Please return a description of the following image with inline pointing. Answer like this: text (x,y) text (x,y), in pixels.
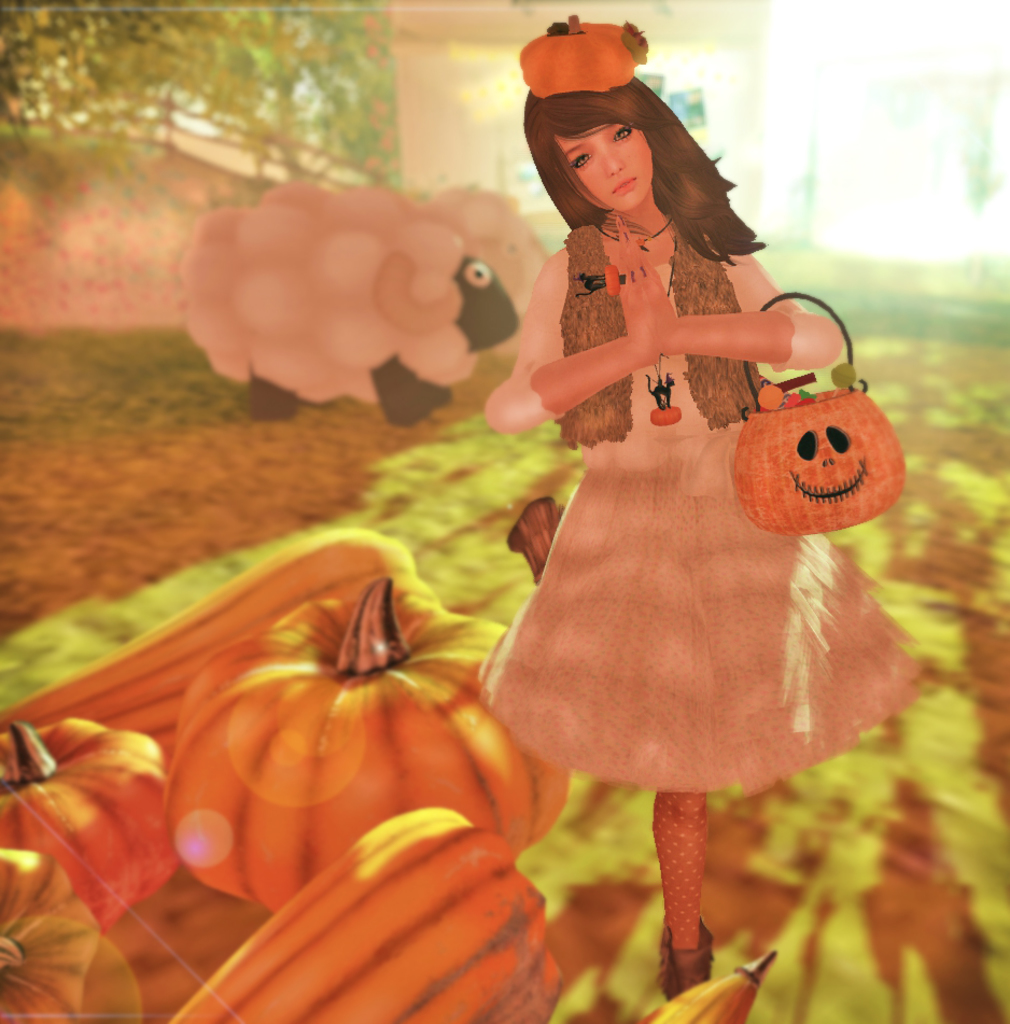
This is an animation image. To the bottom left corner of the image (108,721) there are few pumpkins (370,817). And in the middle of the image (590,548) there is a girl (709,238) with frock (693,413) is standing and joined her hands (642,272). In her hand (645,284) there is a basket (862,430). And on her there is a pumpkin (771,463). To the left corner of the image (270,298) there are sheep (371,306). And to the top left corner of the image (195,52) there is a green color.
